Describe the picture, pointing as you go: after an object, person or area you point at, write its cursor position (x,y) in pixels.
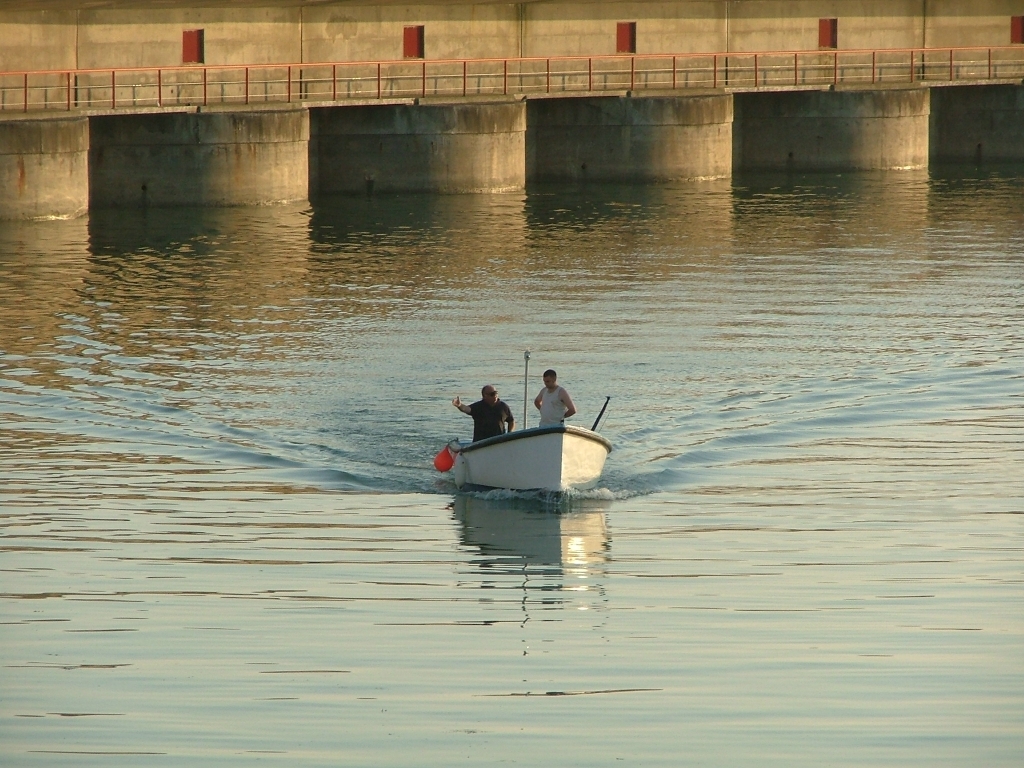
In the center of the image (537,460) there are two person (468,410) in a boat (525,463). At the bottom of the image (512,626) there is water (769,642). In the background of the image (562,144) there is a bridge (562,144).
